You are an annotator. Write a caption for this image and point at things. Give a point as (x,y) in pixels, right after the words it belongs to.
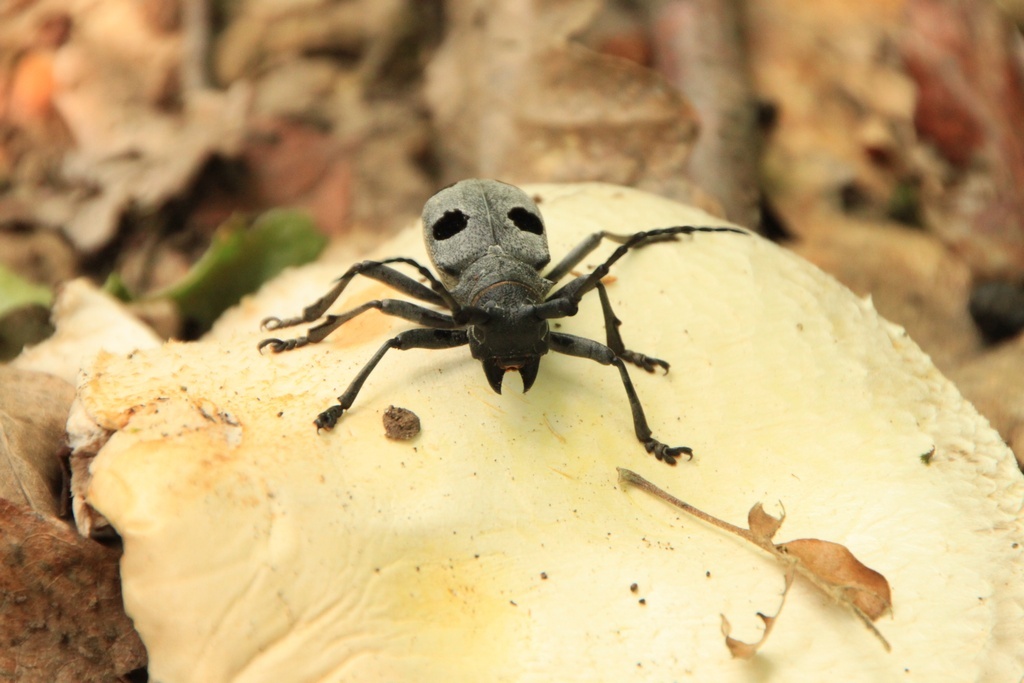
In this image, in the middle (497,264), we can see a insect (451,316) which is on the mushroom (748,418). On the left side (141,381), we can see a mushroom (405,325). In the background (241,194), we can see brown color.
